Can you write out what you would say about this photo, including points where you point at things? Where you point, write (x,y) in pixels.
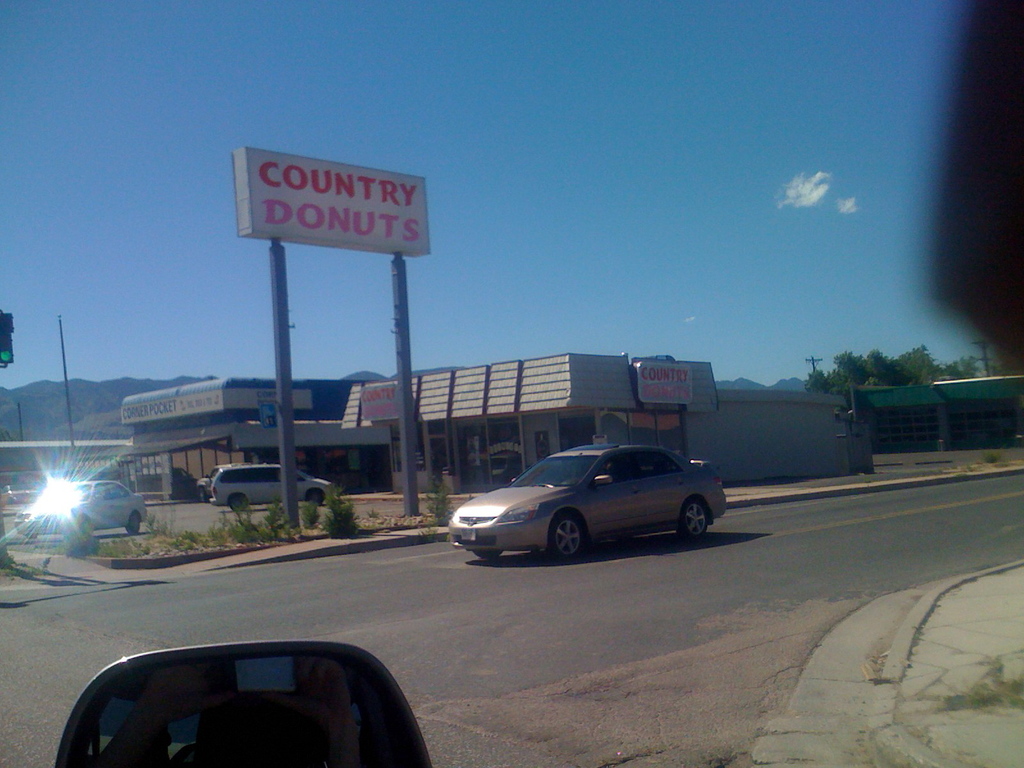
In this image there are vehicles (257,490) on the road (600,627). There is a board (297,210) attached to the poles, which are on the pavement (160,550) having plants (339,520). Bottom of the image (149,713) there is a mirror (190,719) of a vehicle (198,723). Right side (1001,763) there is a pavement (984,745). There are buildings (792,397). Behind there are trees (870,375). Background (775,387) there are hills (69,381). Top of the image (630,162) there is sky (630,162). Left side a traffic light (2,343) is visible.
